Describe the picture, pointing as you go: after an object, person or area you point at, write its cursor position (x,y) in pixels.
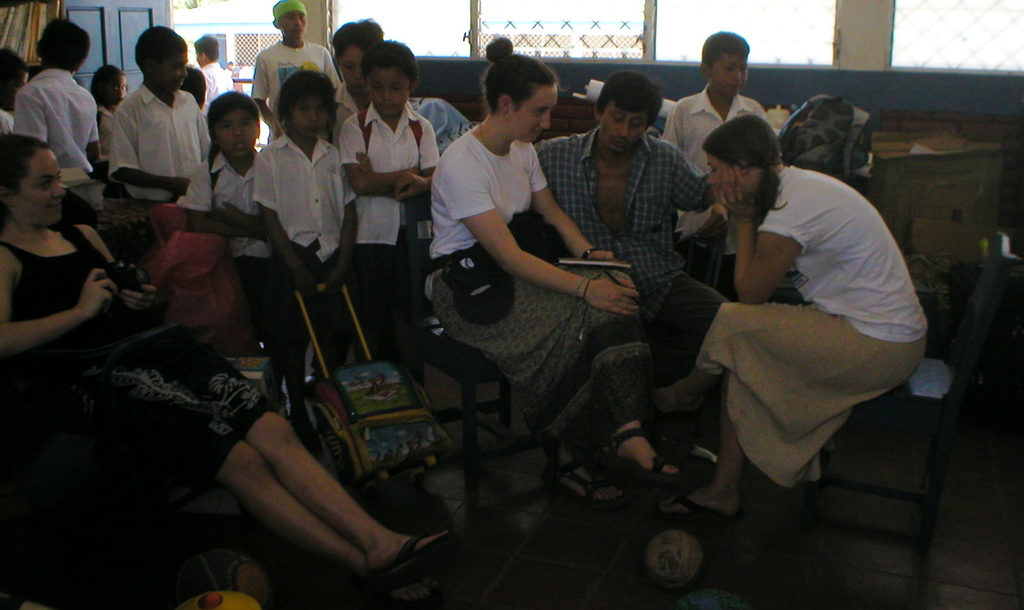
In this image we can see group of people (641,212) sitting on the chairs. One woman (556,272) is carrying a bag (499,297) on her holding a book (612,262) in her hand (602,252). To the left side of the image (246,444) we can see a woman (182,369) sitting on chair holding a camera (130,275) in her hand (93,307). In the background (390,149) we can see group of children (394,132) standing. One girl (316,183) is holding a bag (369,373) with her hand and a door (101,57).
